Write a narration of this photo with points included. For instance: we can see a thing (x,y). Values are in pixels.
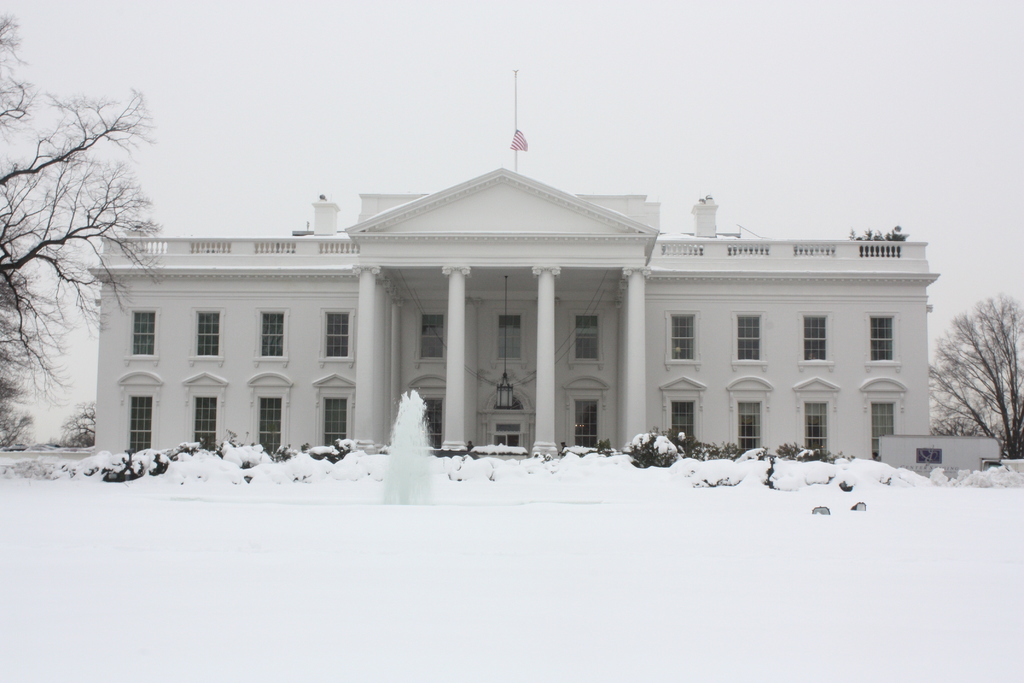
In this picture we can see trees (54,333), snow (695,550), flag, building (294,313) with windows (266,418) and in the background (535,102) we can see the sky (485,102).
